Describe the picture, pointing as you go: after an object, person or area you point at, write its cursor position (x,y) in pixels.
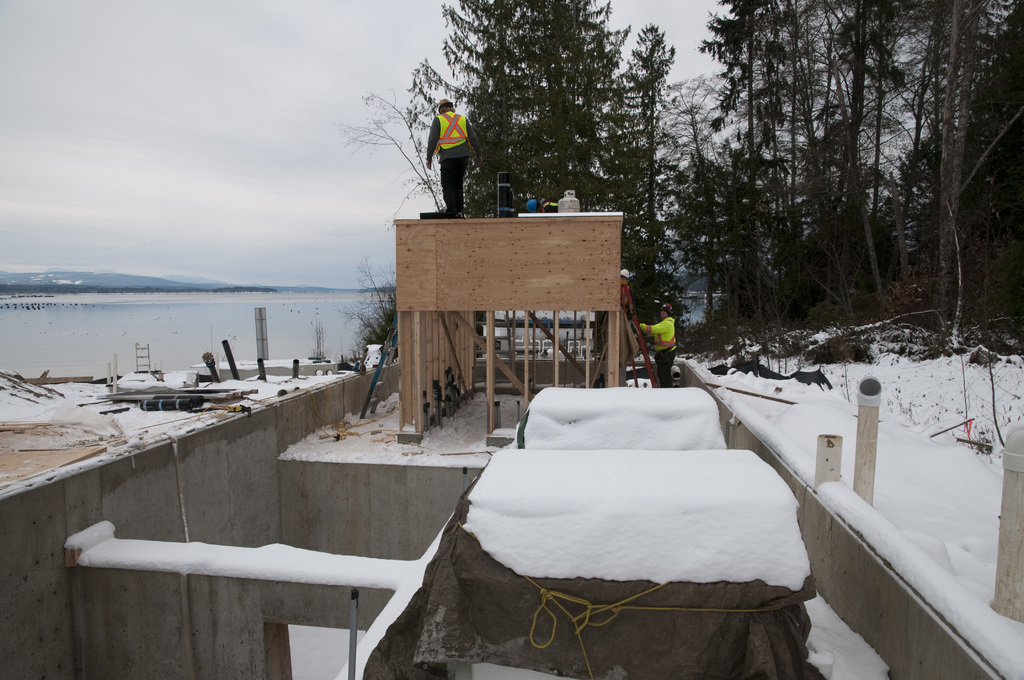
In the foreground of the picture (455,443) there is a construction (428,397) going on and there are wooden planks (399,334), many pipes (180,391) and there are people (628,280) working. On the left (61,324) there is a water body (330,305). On the right (924,181) there are trees (968,162). In the background (170,264) it is Sky (691,35).
